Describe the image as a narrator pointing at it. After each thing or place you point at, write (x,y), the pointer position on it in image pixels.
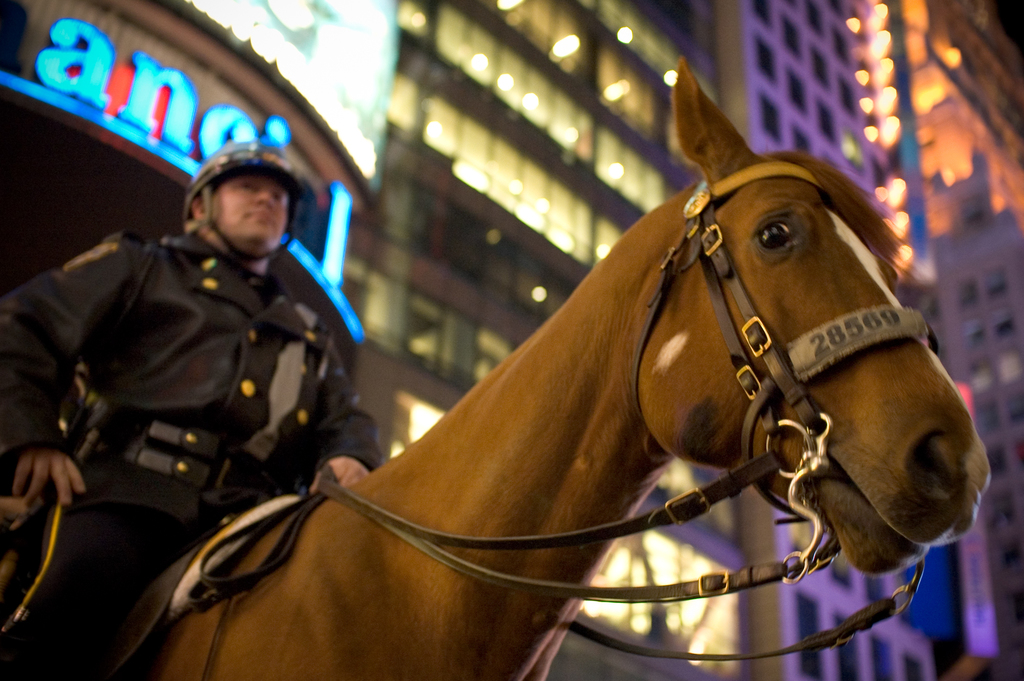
This picture is of outside. In the center (652,399) we can see a horse (489,533) and a man (160,249) sitting on the horse (442,570), wearing a helmet (236,146). In the background (481,51) we can see the buildings (974,126) and lights (568,48).
